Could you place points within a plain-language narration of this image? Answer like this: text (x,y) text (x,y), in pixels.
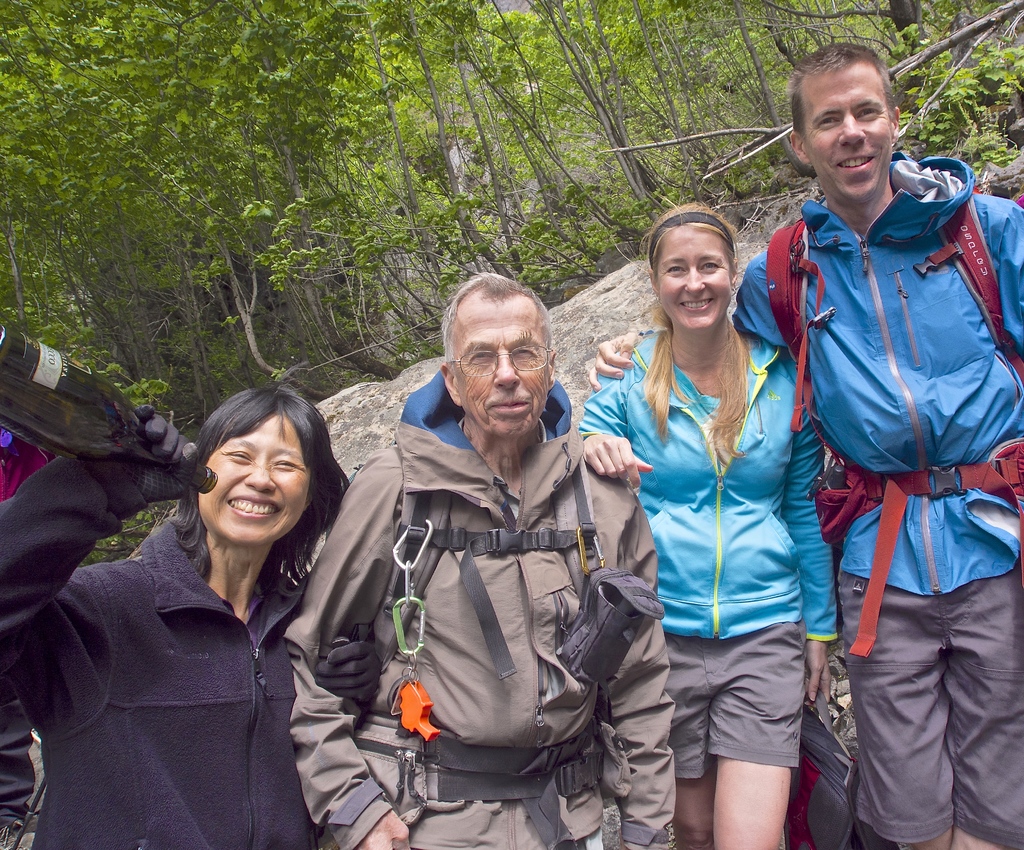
In this image I can see group of people (852,393) standing. In front (426,837) the person (535,553) is wearing brown color dress (447,844), background (602,317) I can see the rock (619,289) and few trees (371,95) in green color.
